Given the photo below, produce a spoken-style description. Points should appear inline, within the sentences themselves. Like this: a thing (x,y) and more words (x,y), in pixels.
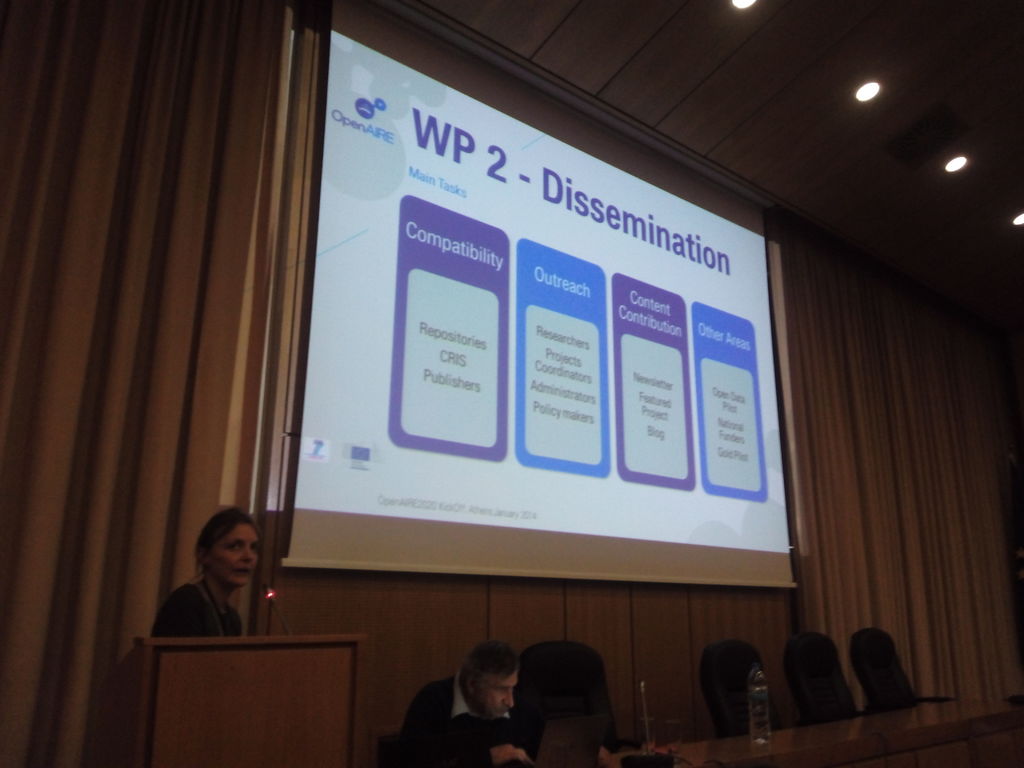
In this picture we can see a man (480,660) and woman (230,563), he is seated on the chair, in front of him we can see a laptop (549,729), bottle (759,730) and other things (655,751) on the table (856,725), in the background (524,481) we can see a projector screen (625,300) and few lights (956,164), and also we can see curtains (865,507).
